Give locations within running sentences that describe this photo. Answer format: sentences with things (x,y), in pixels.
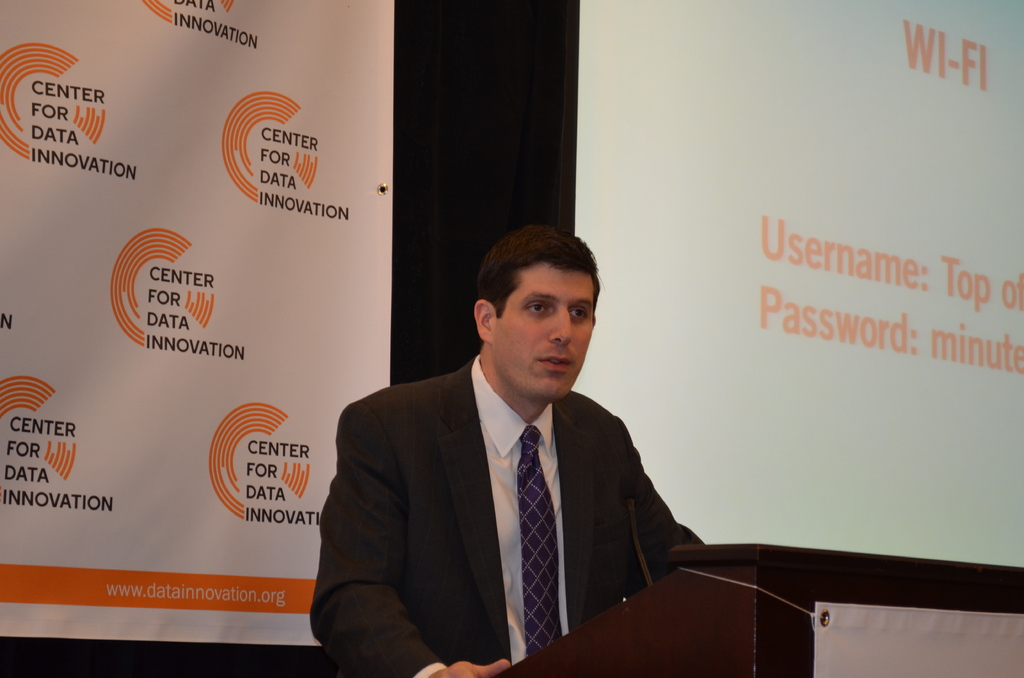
In the foreground of this image (501,517), there is a man (537,568) standing in front of a podium (753,628) on which there is a mic (641,563) and at the bottom right (928,650), there is a banner (934,659) to the podium (912,595). In the background (616,216), there is a banner (252,221) and a screen (702,112).
